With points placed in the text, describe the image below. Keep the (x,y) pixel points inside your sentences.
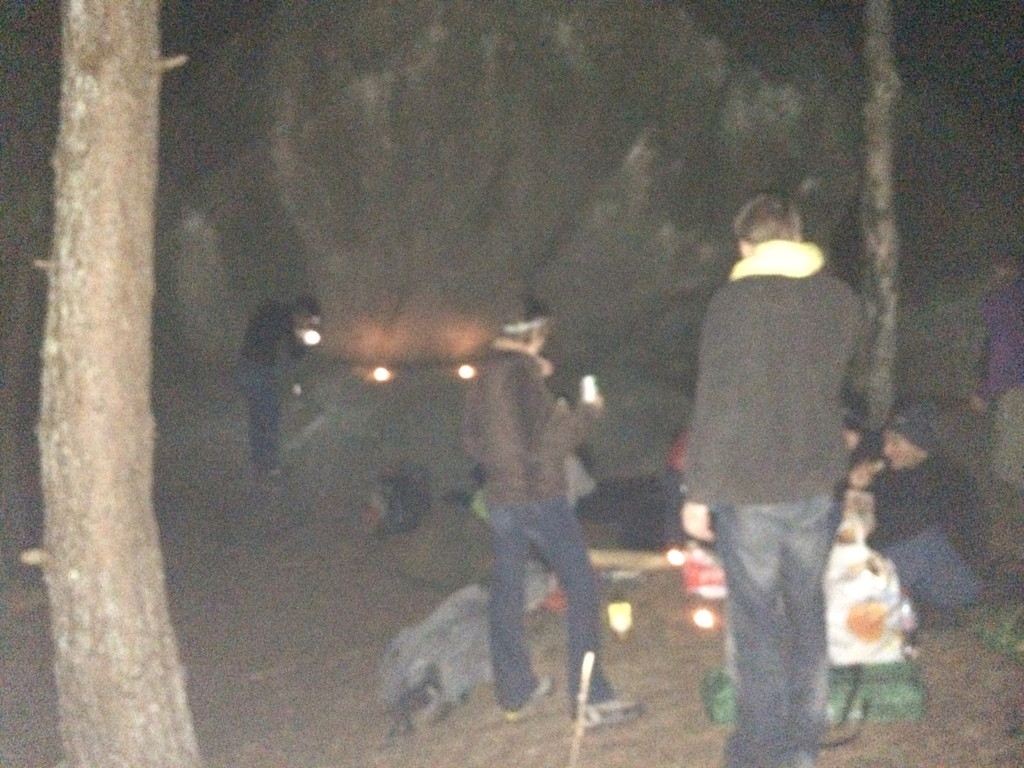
In this image few persons (534,516) are standing on the land (336,751). Few objects (481,660) are on the land (608,641). Background (312,203) there are few trees (299,83). Left side (114,718) there is a tree trunk (102,711). Right side (920,513) a person (961,595) is sitting on the land (980,702).
